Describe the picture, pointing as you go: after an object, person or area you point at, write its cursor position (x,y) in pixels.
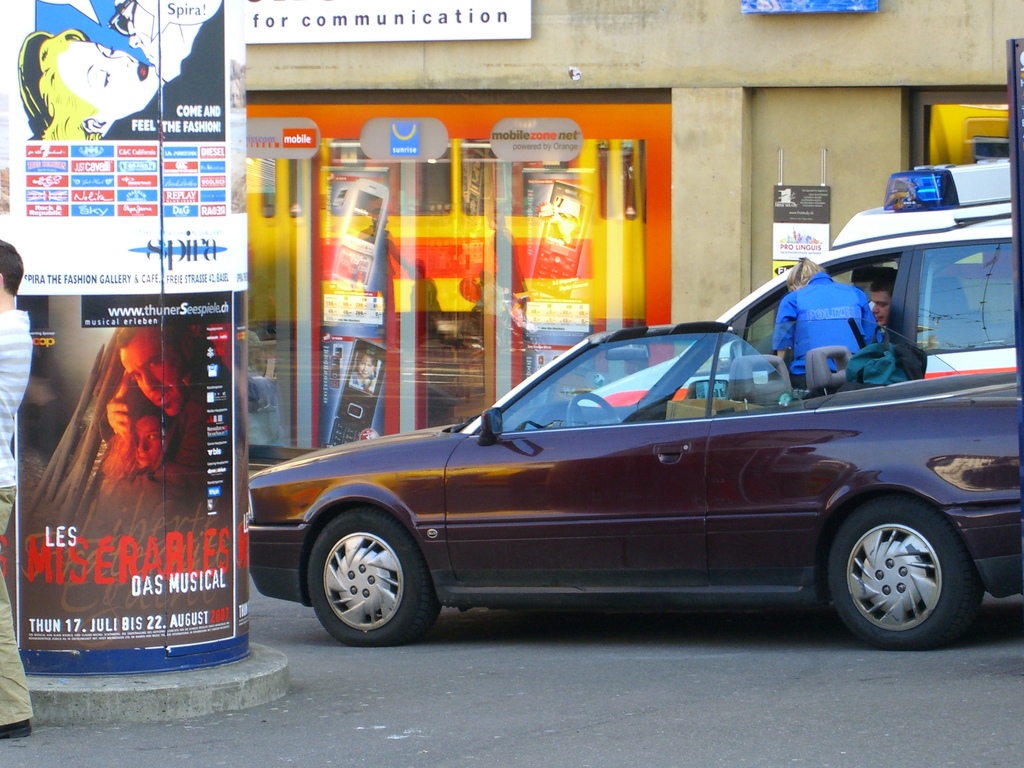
This is an outside view. On the right side (926,411) there are two vehicles (684,430) on the road (540,722) and also I can see two persons (839,308). One person (815,324) is standing and one person (880,299) is sitting inside the car (898,322). On the left side (9,448) there is a man (9,489) standing on the road (13,743) and also there is a pillar (64,518) on which few posters (126,275) are attached. In the background (536,56) there is a building (704,66) and also I can see a glass (300,292) through which we can see the inside view. At the top of the image (471,5) there are two boards (434,5) attached to the wall (630,54).
